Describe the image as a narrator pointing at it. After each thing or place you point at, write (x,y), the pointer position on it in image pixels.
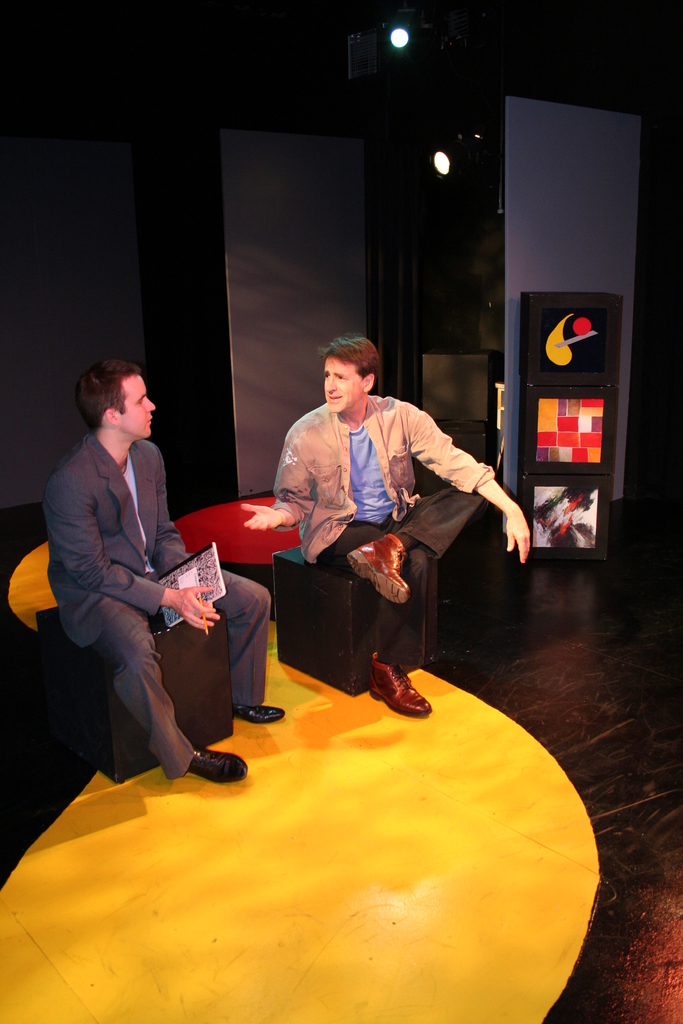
In this picture I can observe two men (304,500) sitting on the stools (198,690) in the middle of the picture (345,537). In the background (206,261) I can observe wall (232,251).
